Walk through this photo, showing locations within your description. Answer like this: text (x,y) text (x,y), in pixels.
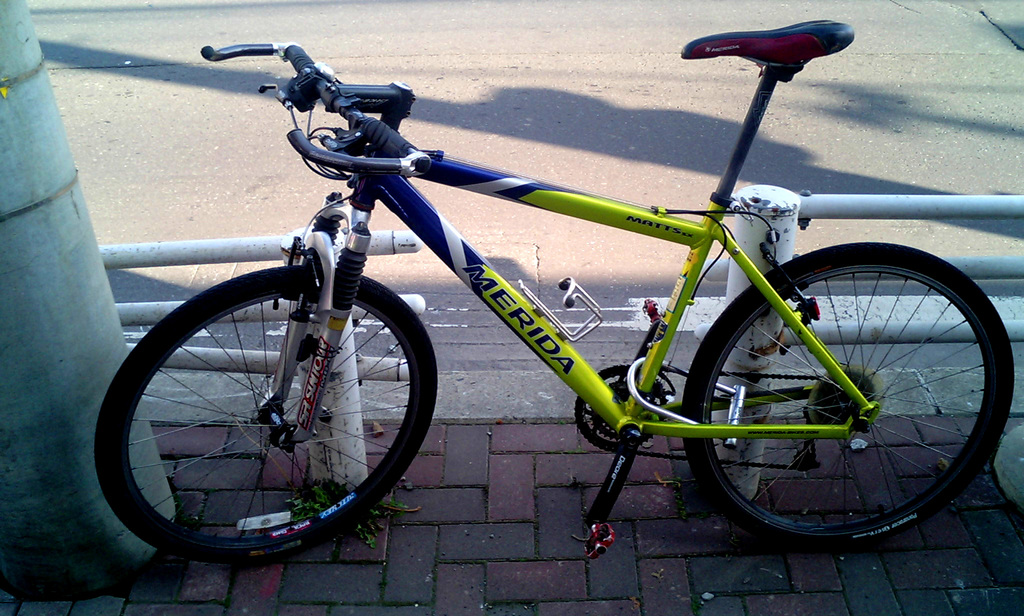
In this image there is a bicycle (682,300), there is a plant (306,504), there is an object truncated towards the right of the image (918,206), there is an object (76,349) truncated towards the left of the image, there is the road (550,86) truncated towards the top of the image (484,88), there are objects (377,428) on the ground (255,503).
